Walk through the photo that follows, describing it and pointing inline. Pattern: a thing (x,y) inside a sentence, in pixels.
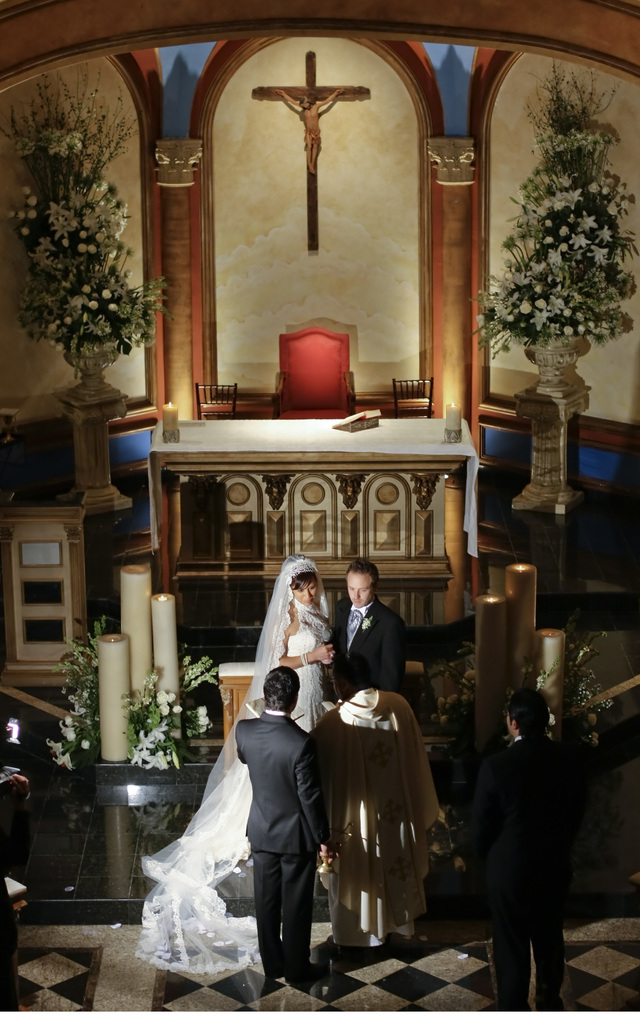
In this image, there are a few people (342,839). We can see the ground (569,612). We can also see some chairs (285,400) and a table (223,434) with some objects (449,421). There are some candles (175,693). We can see some pillars (98,425) with plants (109,329) with flowers (528,274). We can see the wall (295,236) with some objects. We can also see an object (72,539) on the left (67,613).
